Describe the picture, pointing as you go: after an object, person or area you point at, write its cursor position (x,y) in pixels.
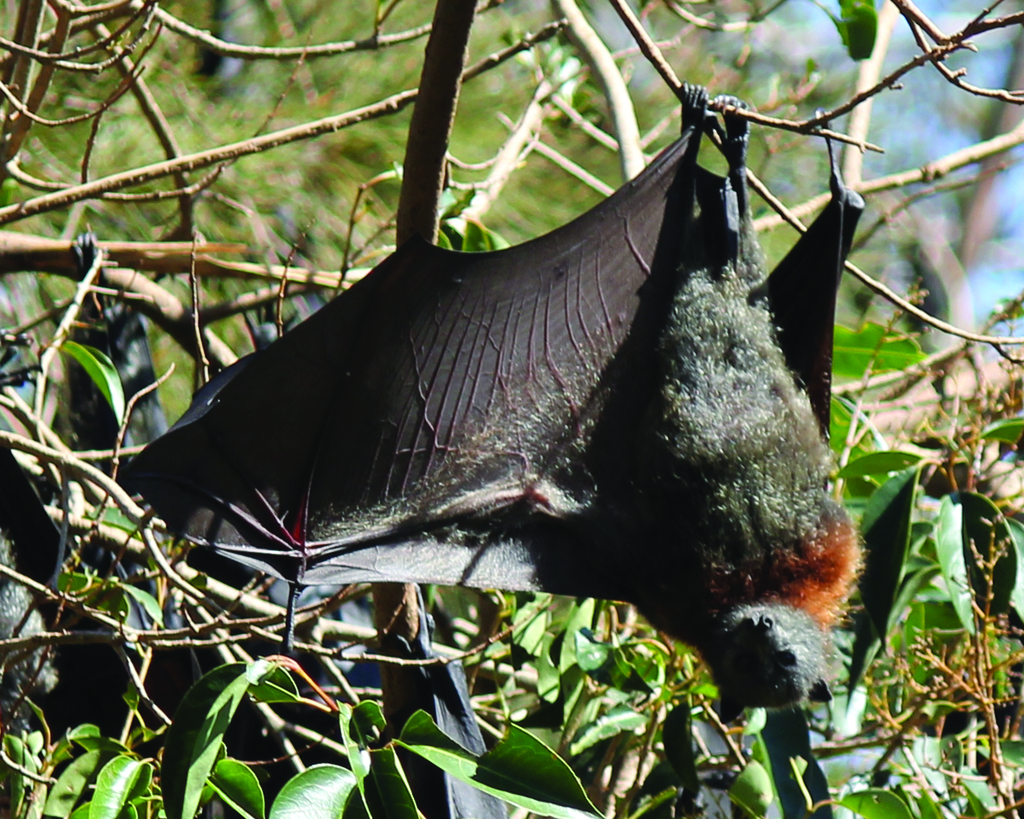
In this image, we can see some green color leaves (899,546), there is a black color bat (562,305) holding a stem (797,117) of a plant (785,117), we can see some stems (765,118) of the plants (658,115).
